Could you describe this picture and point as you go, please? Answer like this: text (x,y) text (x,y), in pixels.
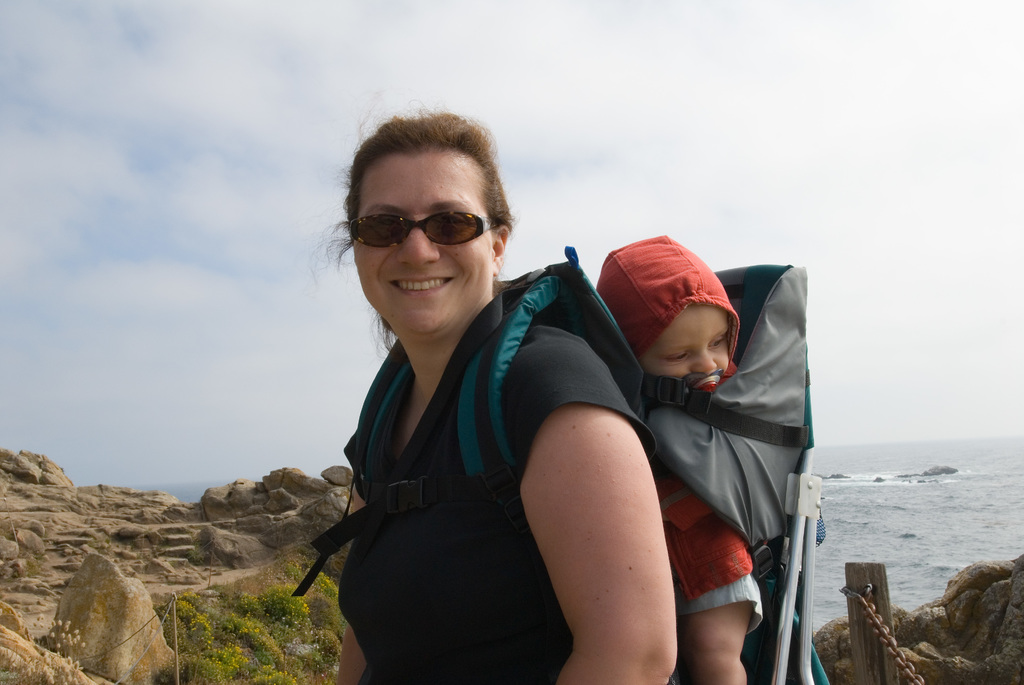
In this image we can see a woman (503,603) wearing black dress (408,623), glasses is carrying a child (615,268) in her back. In the background (955,626), we can see stones (905,615), fence (877,611), water (926,594) and the cloudy sky (588,163).
